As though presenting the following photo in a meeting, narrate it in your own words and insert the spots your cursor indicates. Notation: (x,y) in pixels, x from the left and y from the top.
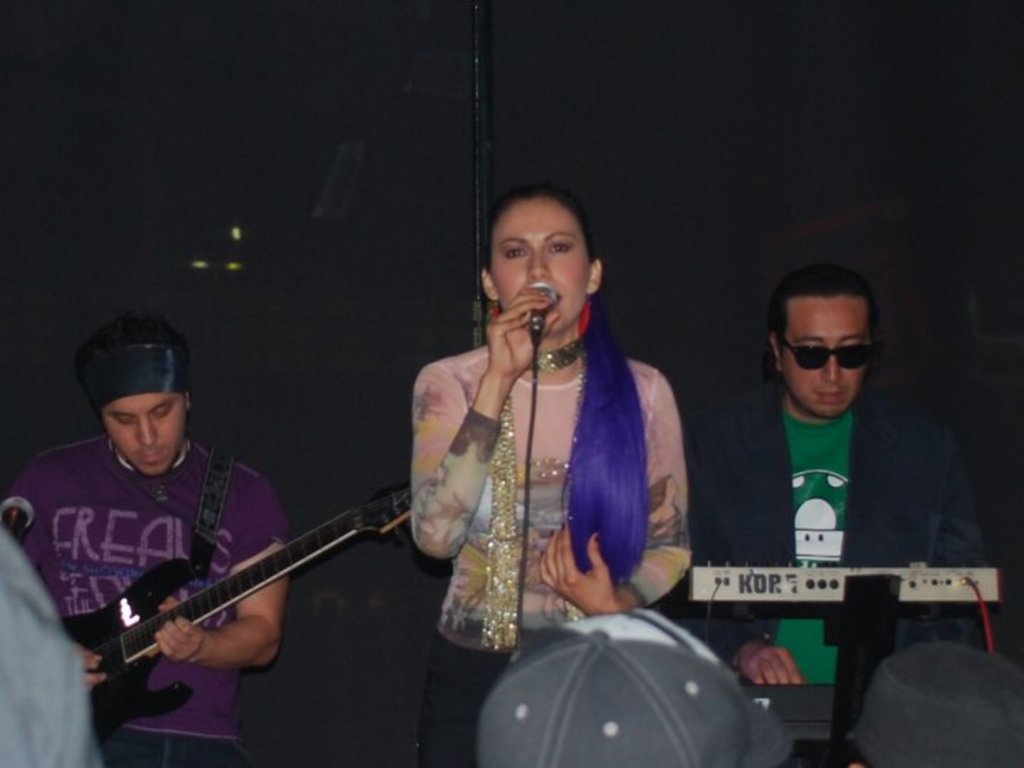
In the image we can see there are people (269,536) who are holding guitar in their hand (515,306) and mic (554,287) and playing keyboard (913,567).
